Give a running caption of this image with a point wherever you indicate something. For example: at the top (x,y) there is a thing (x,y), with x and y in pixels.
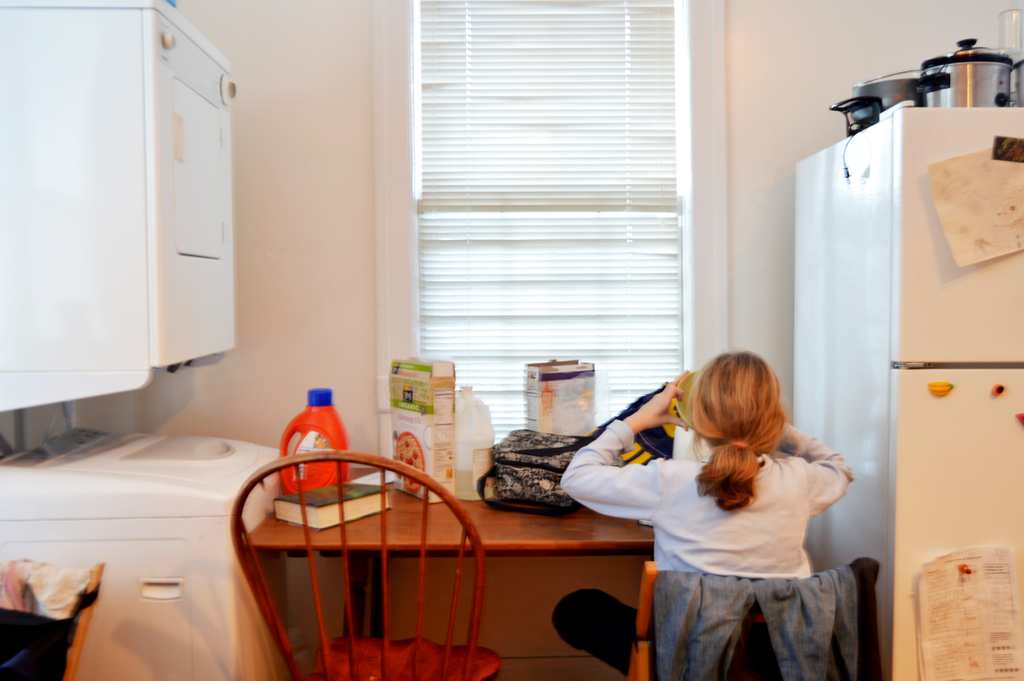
This picture might be taken in inside of the house (276,559), in this image in the center (622,427) there is a table (297,539) and one woman (671,564) is sitting on a chair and on the table (635,537) there are some packets (411,442), bag (494,465), book (365,485) and one bottle (310,447). On the right side (874,431) there is a fridge (940,360), and on the left side (122,501) there is a washing machine (156,491) and some box (134,241). In the center (426,276) there is a window (419,129) and curtain (648,163) and also there are some clothes (50,606) at the bottom (26,606).
